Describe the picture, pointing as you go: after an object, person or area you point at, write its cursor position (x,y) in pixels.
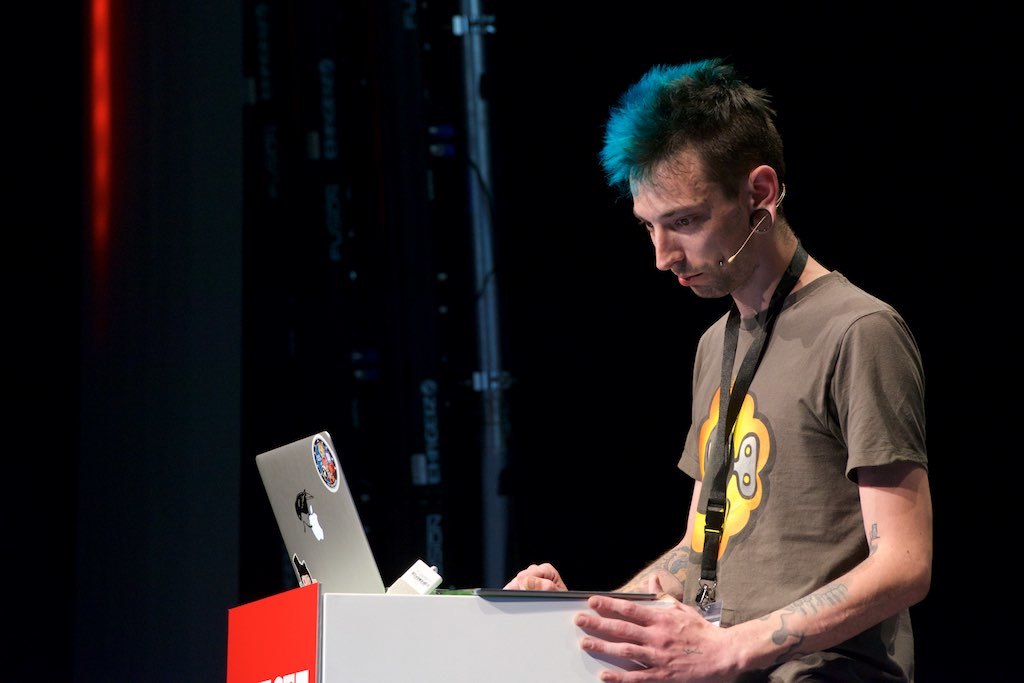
In this picture there is a boy (757,293) on the right side of the image (865,428) and there is a laptop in front of him on a desk (575,672), there is a rod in the background area of the image (476,22).
